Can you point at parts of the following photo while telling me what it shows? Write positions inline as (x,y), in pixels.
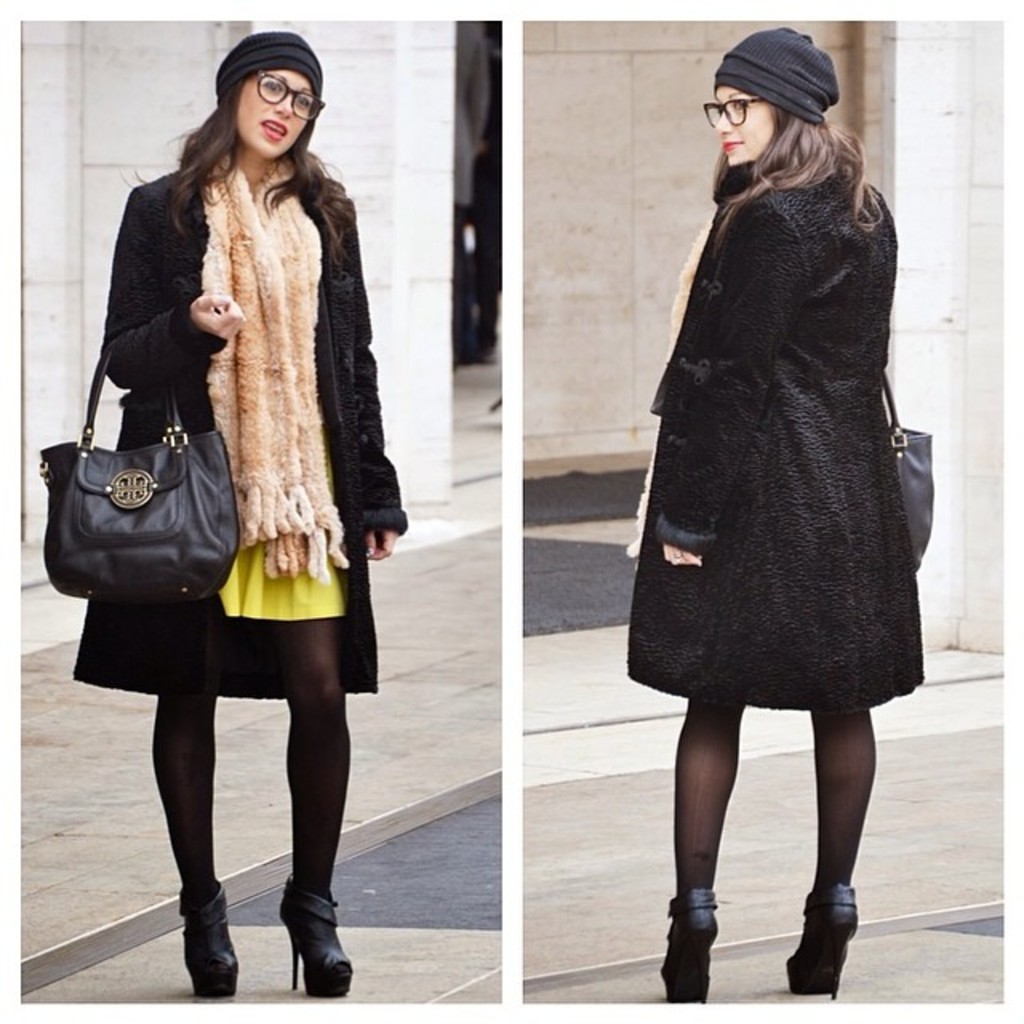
As we can see in the image there is a woman (259,444) holding black color handbag (152,501).
